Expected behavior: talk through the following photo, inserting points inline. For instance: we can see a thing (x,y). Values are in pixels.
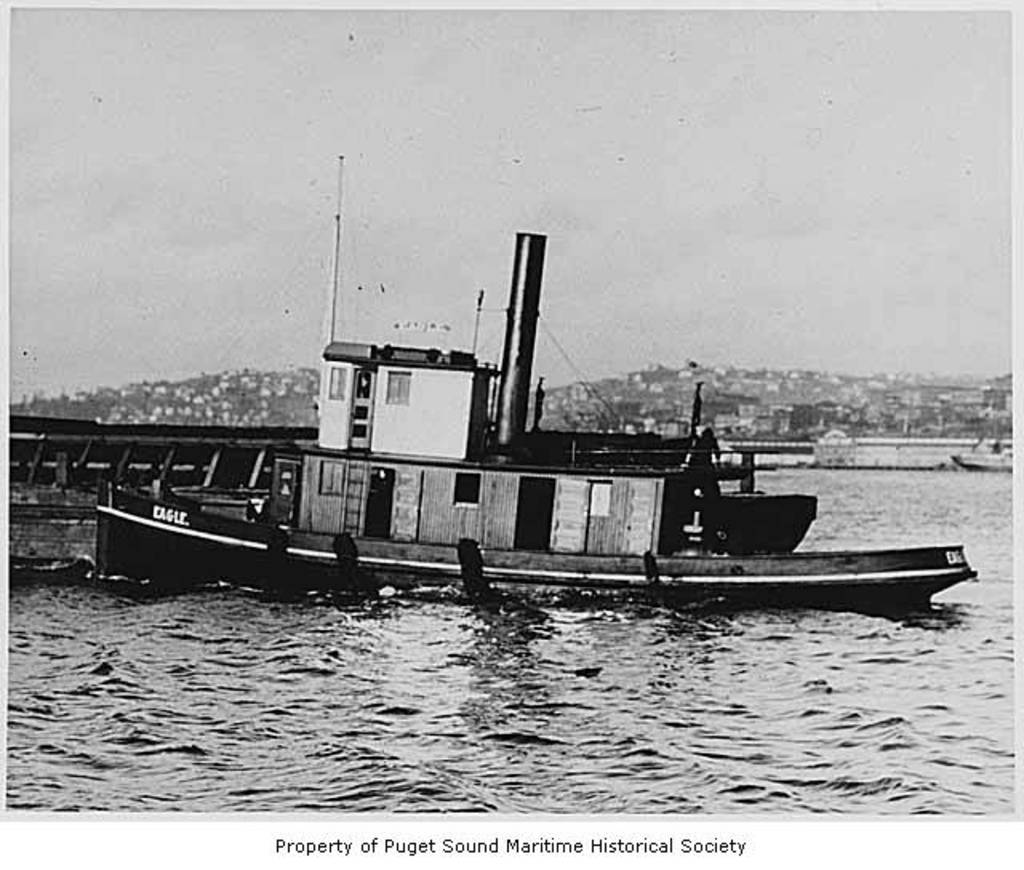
This is a black and white picture. In the foreground of the pictures there is a water body (922,489), in the water (813,491) there are ships (642,451). In the background (936,374) there are buildings (176,399). At the bottom (450,841) there is text (493,846).
